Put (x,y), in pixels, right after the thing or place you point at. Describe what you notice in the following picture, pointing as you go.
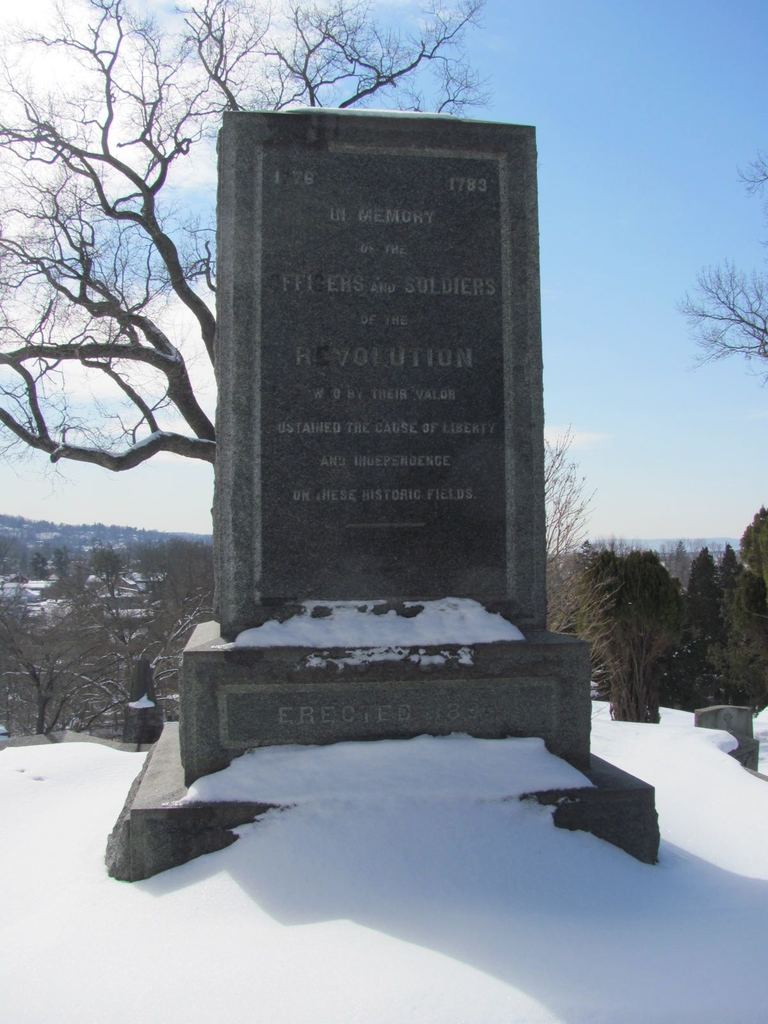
In this image I can see few trees (62,679), snow (333,1003) and monument (356,564). The sky (631,234) is in white and blue color.
